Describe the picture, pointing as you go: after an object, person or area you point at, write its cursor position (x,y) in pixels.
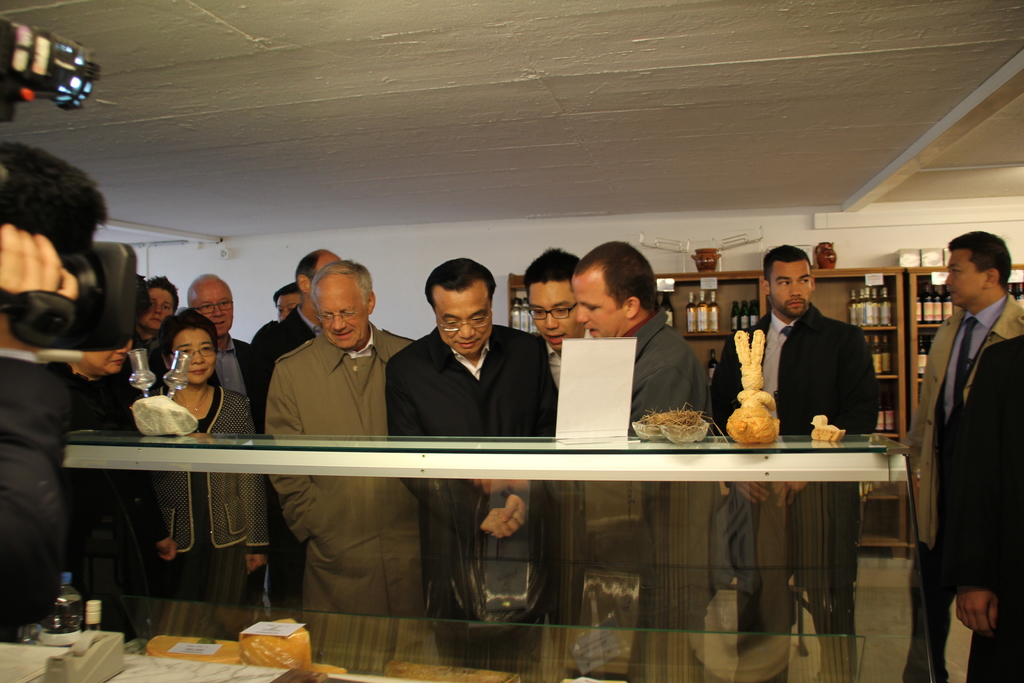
In the image we can see there are people (468,428) around, standing, wearing clothes (427,434) and some of them are wearing spectacles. Here we can see a glass shelf (651,629), in it we can see food items (199,656). Here we can see a video camera (93,284), glass (134,376), floor (880,623), shelves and bottles (876,310) on the shelf (890,317) and a roof (389,195).
